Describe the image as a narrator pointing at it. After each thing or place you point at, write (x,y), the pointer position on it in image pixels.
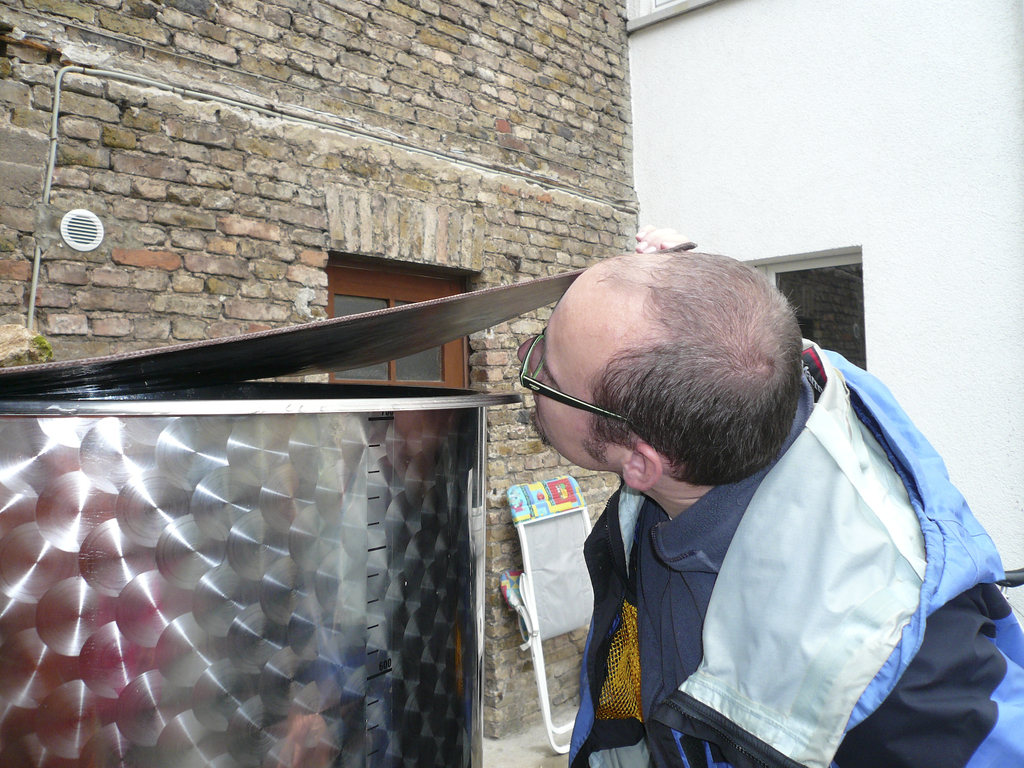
Here on the right (697,564) there is a man (625,511) holding a metal plate (377,326) in his hand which is on an object (183,563) and opened it and seeing in it. In the background (528,214) there is a wall (262,228), building (98,185), window (418,361), doors (384,378), pipe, a chair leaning on the wall (564,673) and floor (551,756).
